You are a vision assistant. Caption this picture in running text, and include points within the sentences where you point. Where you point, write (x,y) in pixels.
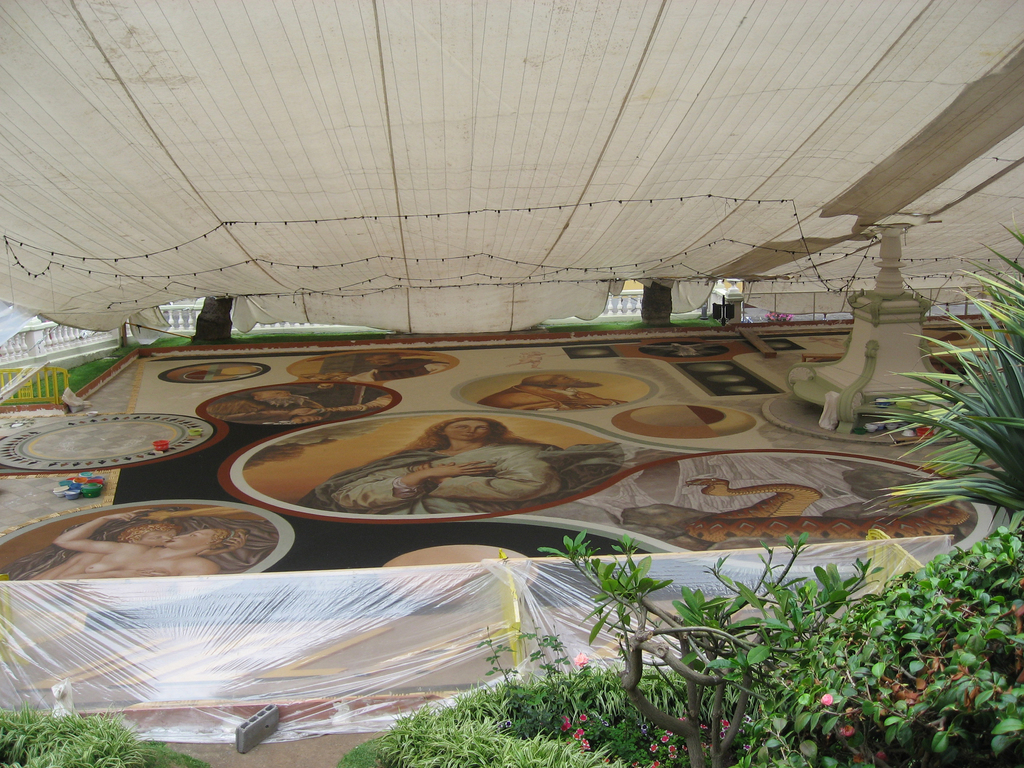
In this image there are plants (969,588), behind the plants (107,721) there is a board (39,427), on that board (400,534) there is painting (348,453) at the top (620,47) there is white cloth (416,212).
